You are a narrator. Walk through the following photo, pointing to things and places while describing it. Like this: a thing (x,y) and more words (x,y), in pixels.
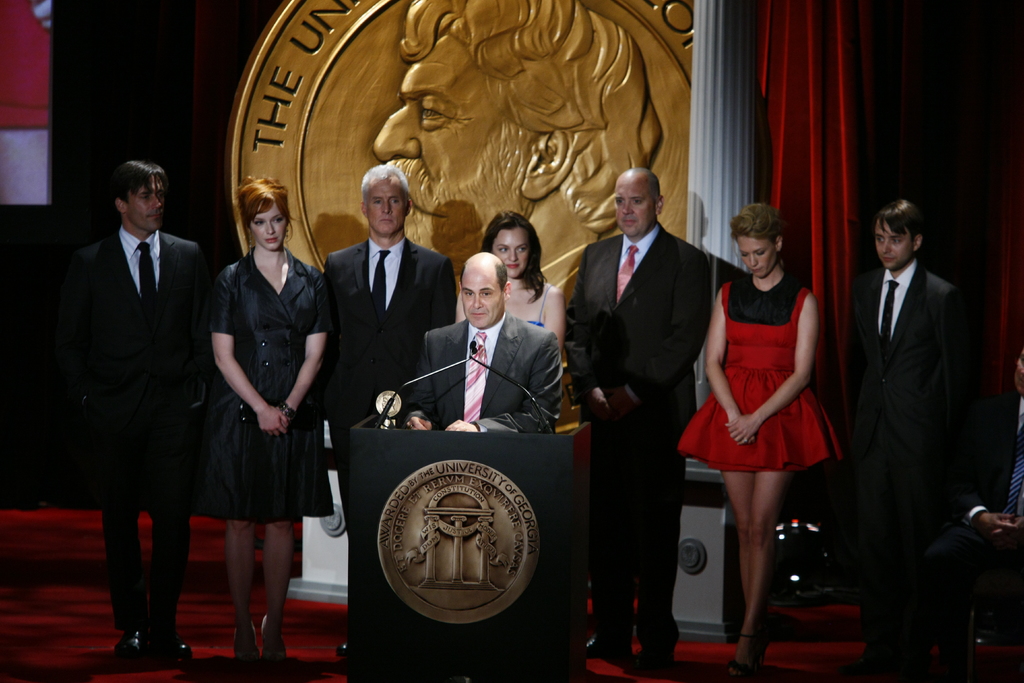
In this image there is a man (451,364) standing in front of the podium (435,435). On the podium (416,439) there are mics (472,347). In the background (370,255) there are few people (649,301) standing on the stage (779,618). Behind them there is a symbol (510,90). On the left side (43,152) top there is a screen (28,153). On the right side (791,119) there is a curtain (803,103).
